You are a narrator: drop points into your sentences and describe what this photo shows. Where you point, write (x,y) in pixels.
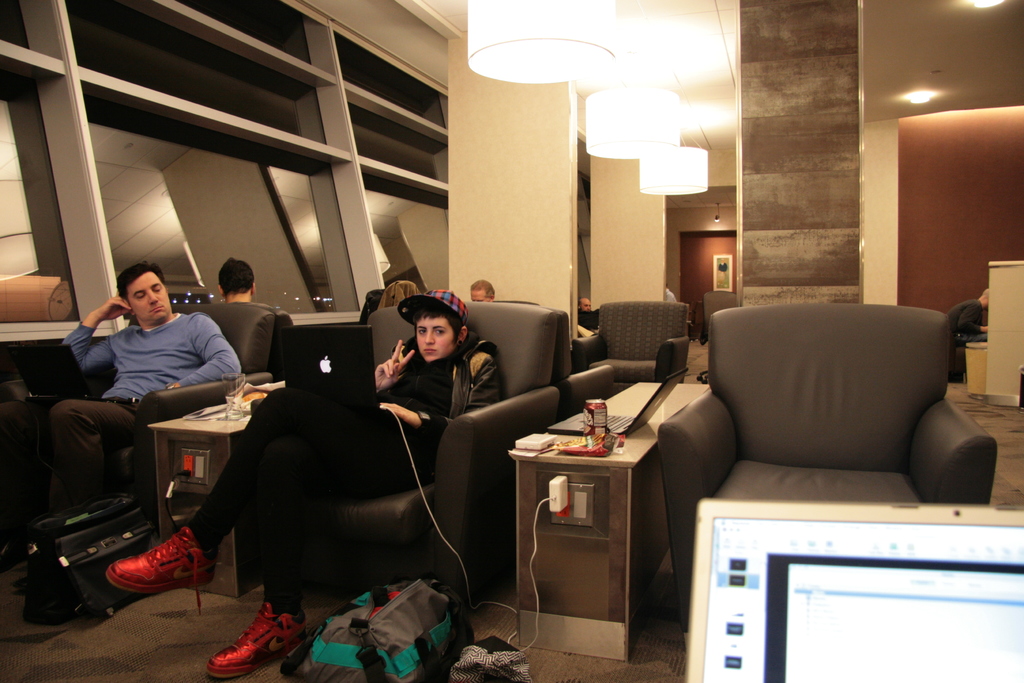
In the image we can see few persons (346,445) were sitting on sofa (582,391). In center (423,386) we can see woman (352,458) she is holding laptop (352,371). And in between them we can see table (194,427) on table (193,447) we can see few objects (235,402). On the right corner (842,575) we can see the tab (695,638). The bottom center we can see back packs (429,620) and coming to back there is a light (649,181), pillar (783,152), wall (694,245), door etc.
